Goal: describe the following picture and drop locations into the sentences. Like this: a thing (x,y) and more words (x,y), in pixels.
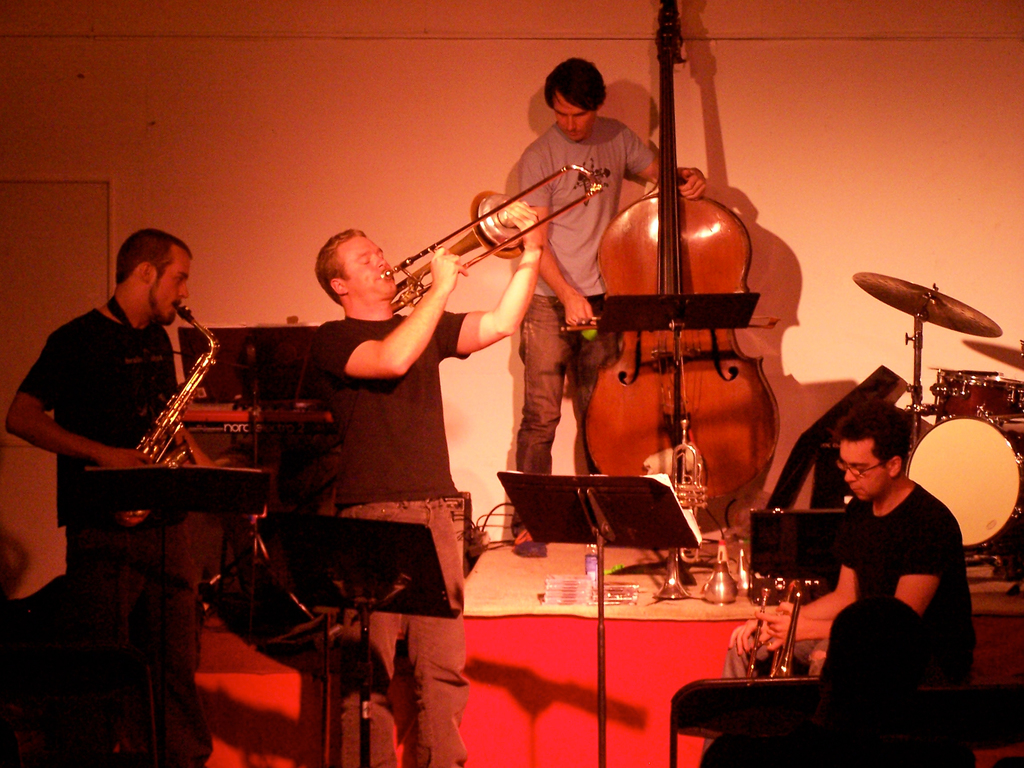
In this image we can see men (394,332) standing on the floor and holding musical instruments (766,455) in their hands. In addition to this we can see a book stand (571,508) and walls (497,417).
